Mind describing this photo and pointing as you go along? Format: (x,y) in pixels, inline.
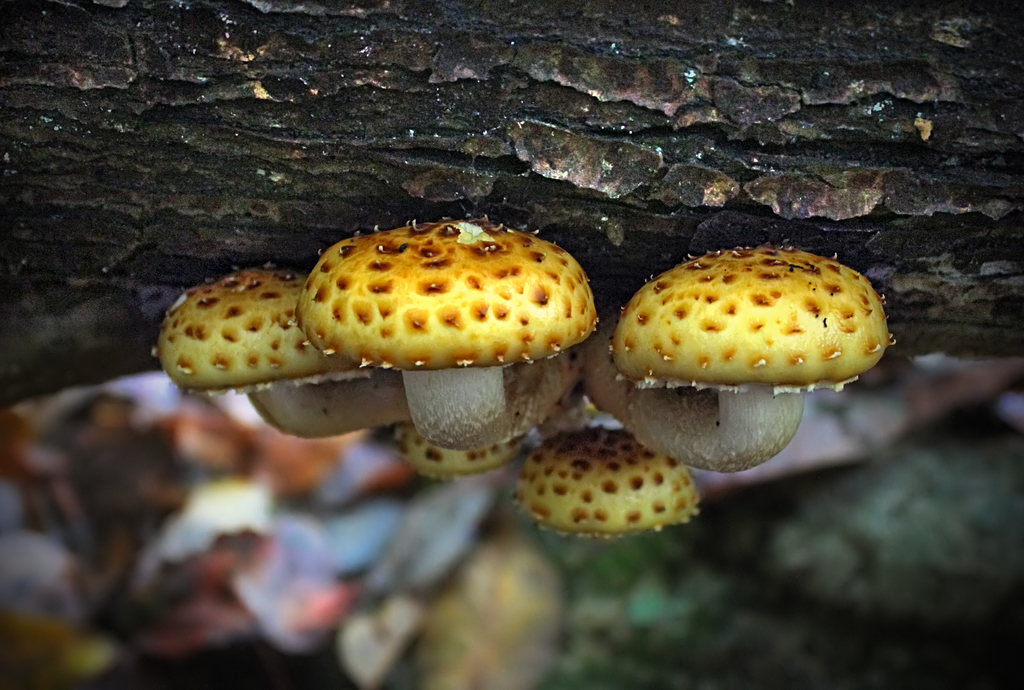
Here we can see mushrooms (380,280) and there is a blur background (150,582).
